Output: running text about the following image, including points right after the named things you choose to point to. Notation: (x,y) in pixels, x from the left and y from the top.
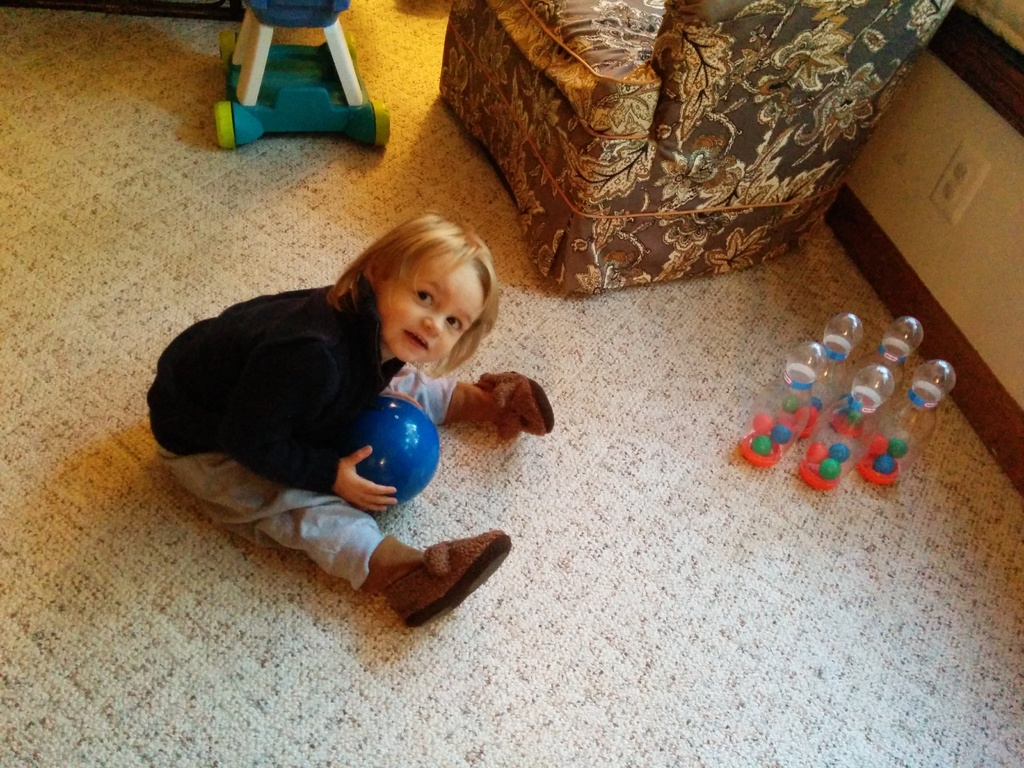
In this picture we can see a kid (383,503) sitting and holding a ball (370,414), on the right side (843,370) there are toys (883,405), we can see a chair (675,72) here.
